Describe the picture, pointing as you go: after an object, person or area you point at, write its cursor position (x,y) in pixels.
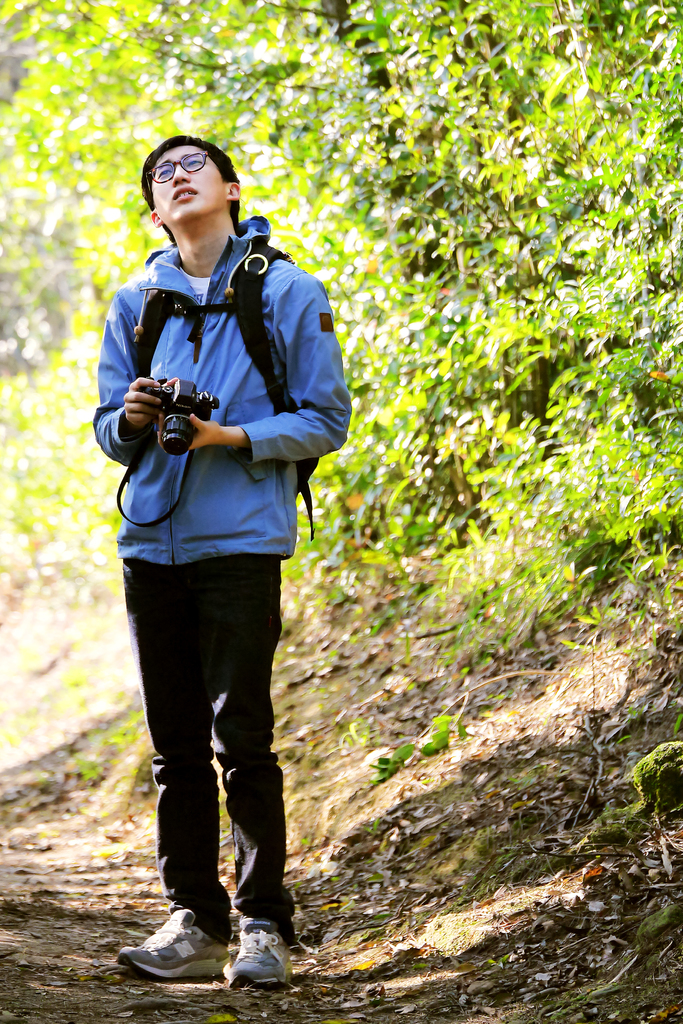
In this image we can see a man (171,476) is standing and holding a camera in his hands (205,423) and carrying a bag (244,318) on his shoulders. In the background (114,224) we can see plants (407,128), trees (311,182) and leaves (295,1009) on the ground (81,690).
